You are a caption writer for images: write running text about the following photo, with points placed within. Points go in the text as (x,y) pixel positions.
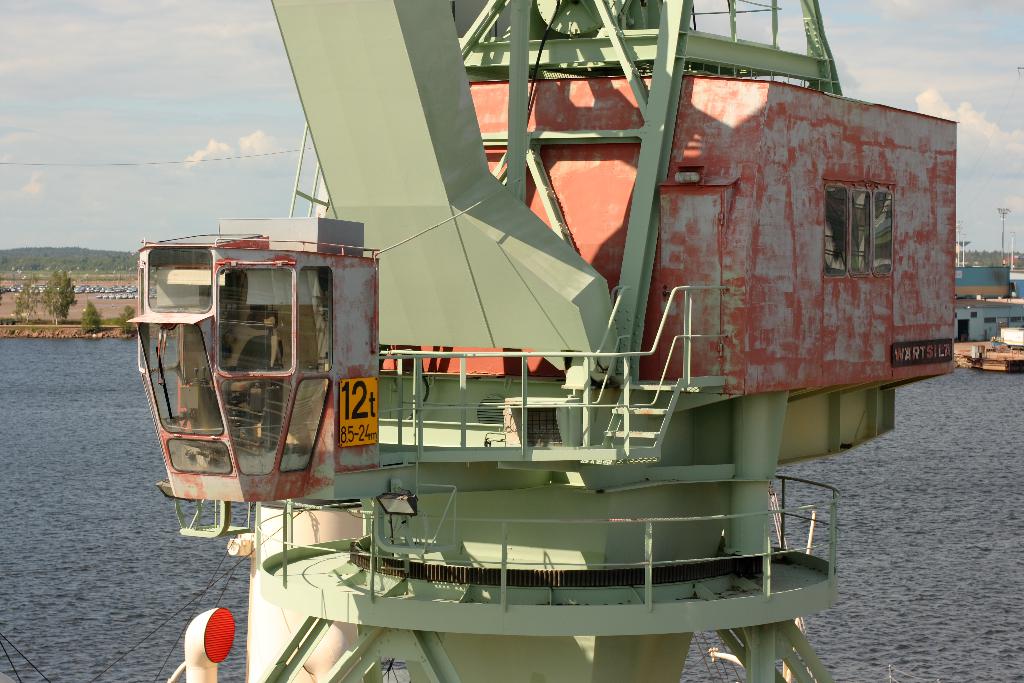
In this image I can see the water (91,494) and a huge metal object (386,512) which is orange, green and white in color. In the background (115,287) I can see the ground (111,328), few vehicles (125,297), few trees (69,292), few buildings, few poles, a mountain (86,266) and the sky (183,129).
